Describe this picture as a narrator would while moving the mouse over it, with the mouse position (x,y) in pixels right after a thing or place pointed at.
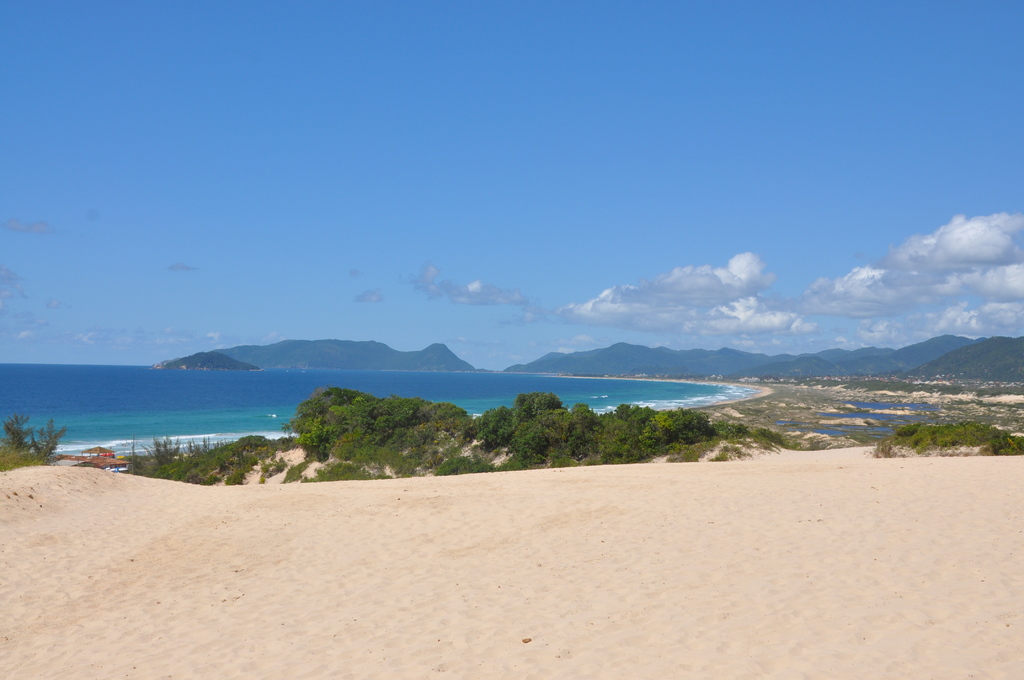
In the foreground (432,548) I can see sand (411,543), trees (343,419) and a small structure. In the middle (367,357) I can see blue water (226,405) and mountains (786,359). On the top (273,195) I can see the sky (424,208). This image is taken near the sandy beach (614,514).
